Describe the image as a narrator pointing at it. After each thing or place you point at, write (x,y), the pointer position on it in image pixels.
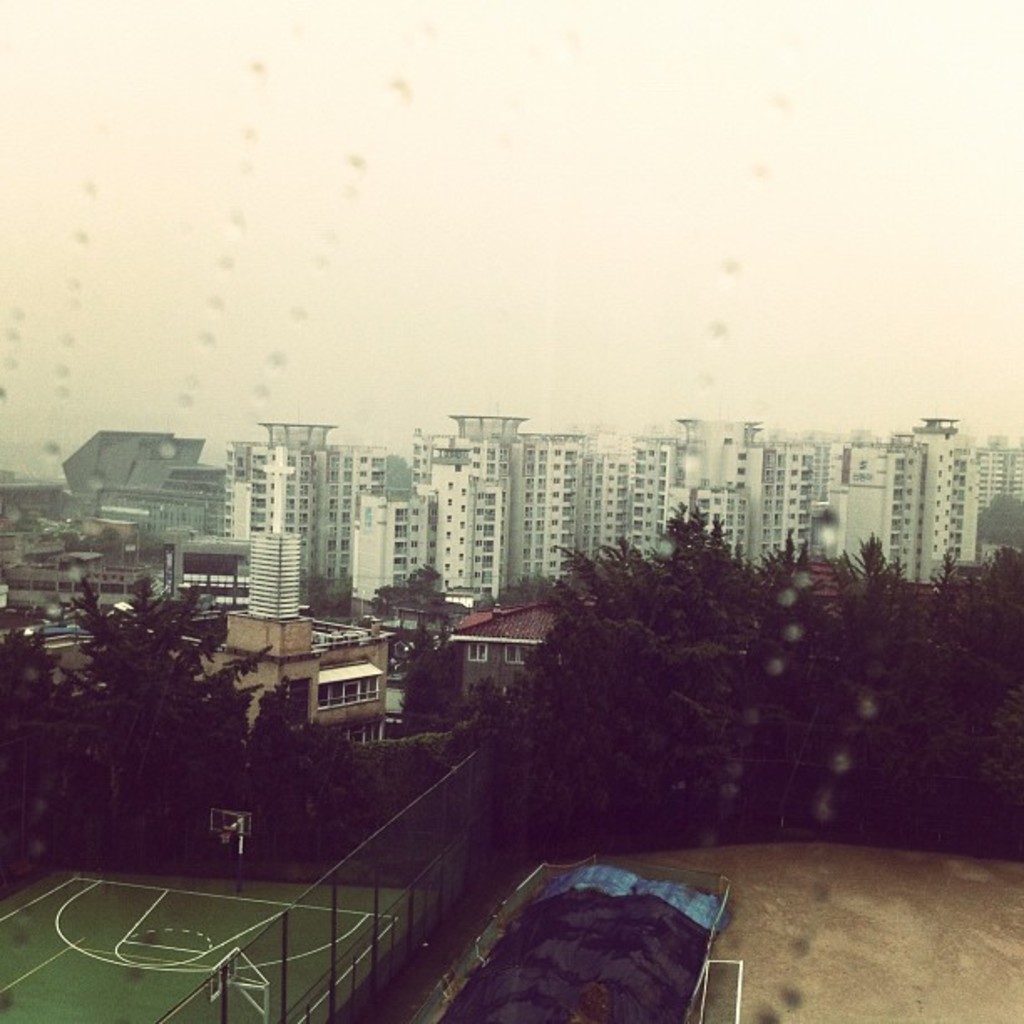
There is a basketball court (145,912) near a fencing (435,802). On the right side (963,933), there is a ground (975,938). In the background (929,666), there are trees (214,774), buildings (345,473) which are having glass windows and there is sky (565,269).
